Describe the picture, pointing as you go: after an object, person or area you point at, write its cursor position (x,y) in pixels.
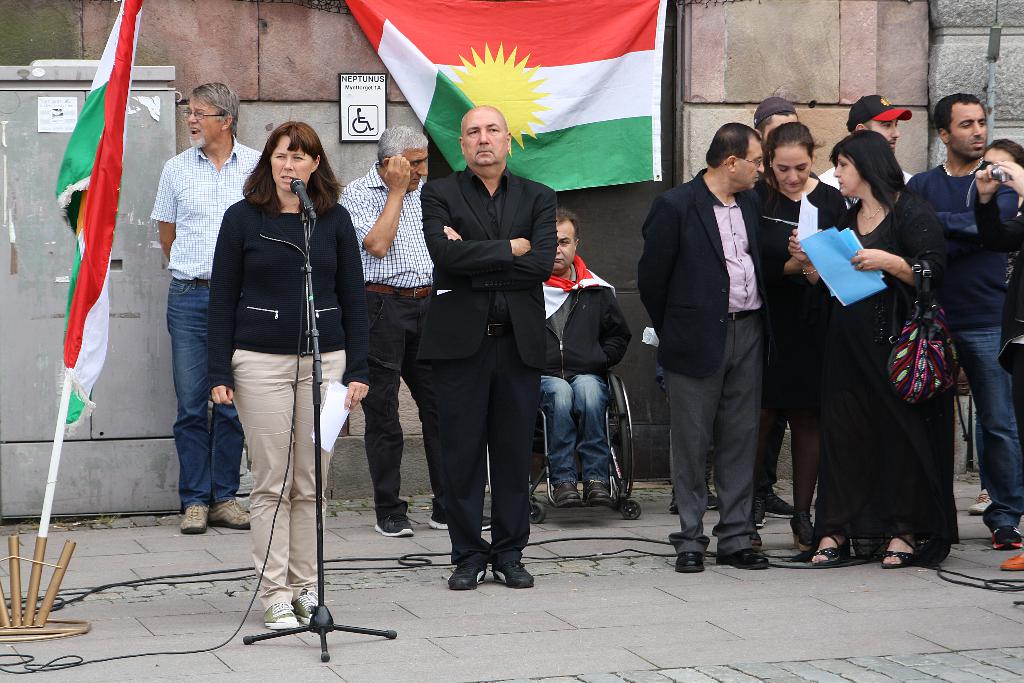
In the center of the image (438,265) we can see person (446,302) standing on the floor (505,652). On the left side of the image (319,303) we can see flag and woman (252,238) standing at the mic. On the right side of the image (875,446) we can see many person (815,443) standing on the floor (829,573). In the background (641,52) we can see flag (624,48), board (367,93) and wall (372,144).
